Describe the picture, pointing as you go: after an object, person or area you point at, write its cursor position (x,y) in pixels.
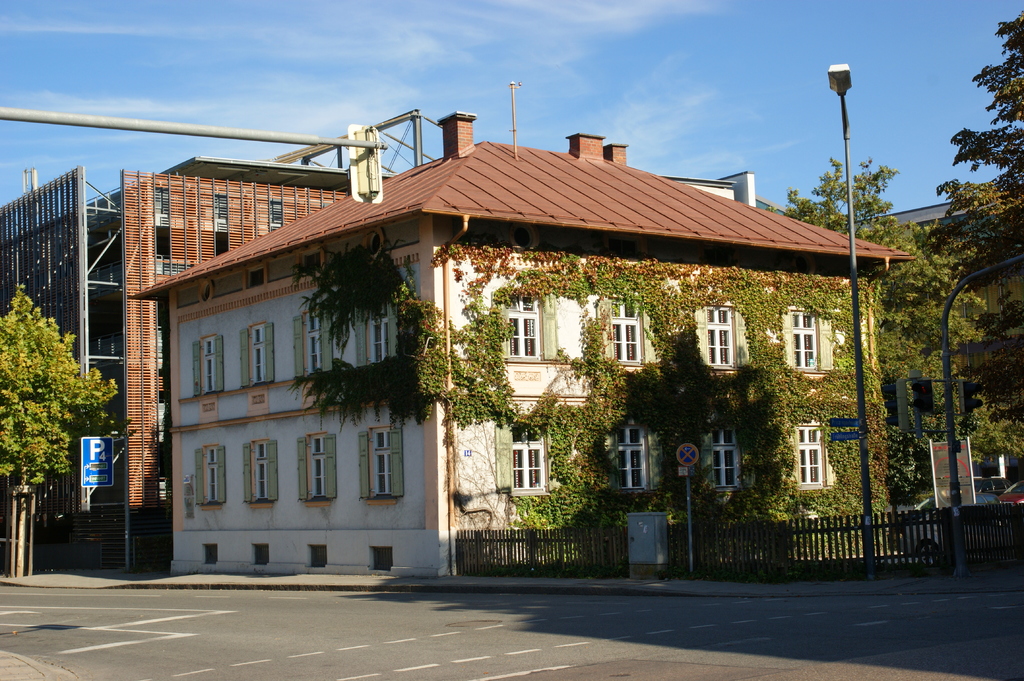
In this image in the center (464,308) there are houses (235,321), buildings (149,328), poles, street lights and some trees (923,374) and there is a railing (704,546) and boards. At the bottom (828,620) there is road (275,628) and at the top (312,96) there is sky (534,24).
